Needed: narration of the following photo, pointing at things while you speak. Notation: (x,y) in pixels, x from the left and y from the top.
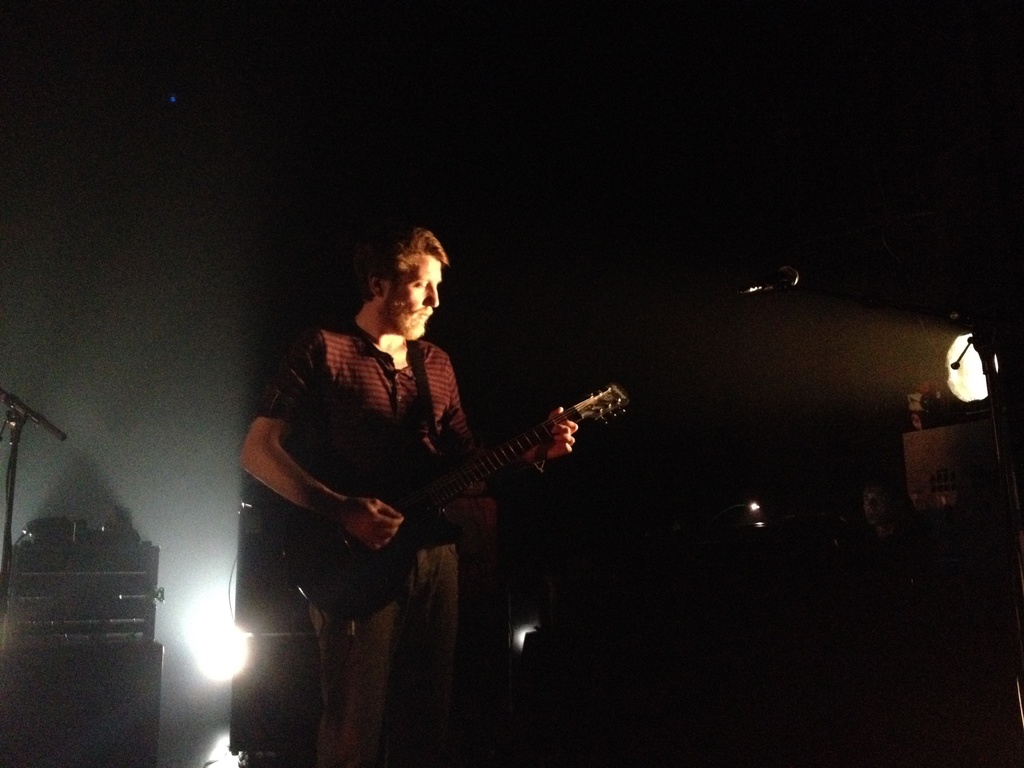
In this picture we can see a man (423,427) who is playing guitar (537,426). This is mike (782,287) and there is a light (957,374).
